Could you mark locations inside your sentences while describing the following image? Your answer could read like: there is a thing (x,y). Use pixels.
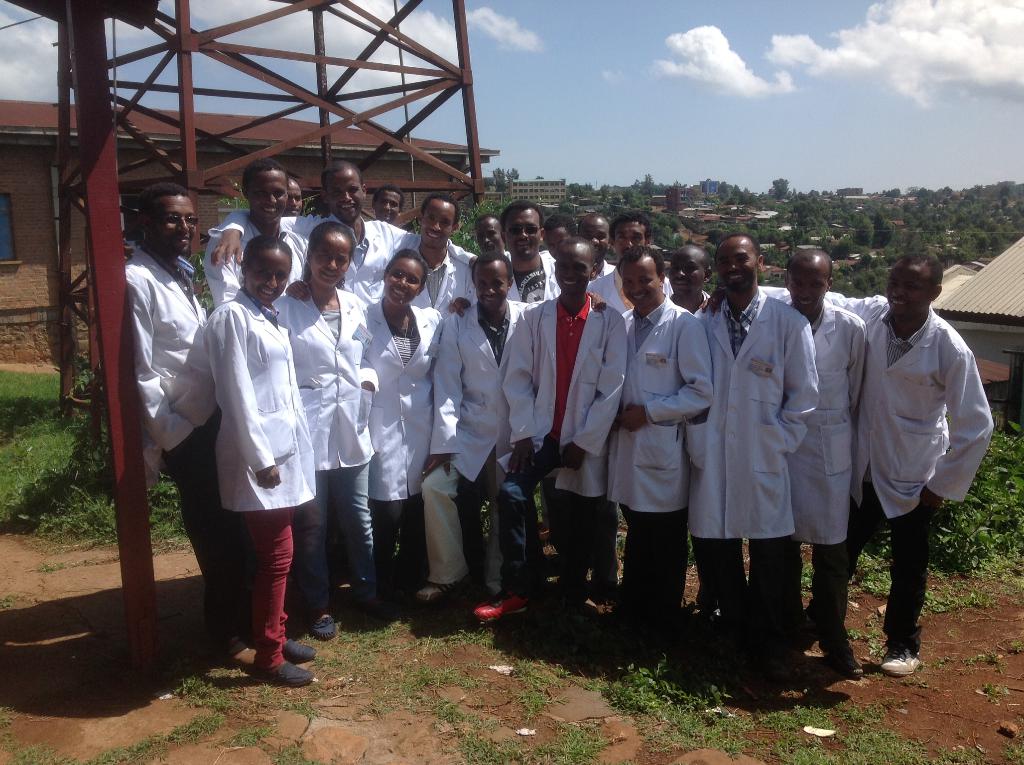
In this image we can see two houses (1021,248), some buildings (713,190), some objects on the ground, one wire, one antenna (138,54), some trees (1002,211), bushes (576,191), plants (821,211) and grass (21,474) on the ground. There are some people (626,418) with smiling faces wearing white coats (468,435) and standing on the ground (401,719). At the top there is the cloudy sky (126,66).
